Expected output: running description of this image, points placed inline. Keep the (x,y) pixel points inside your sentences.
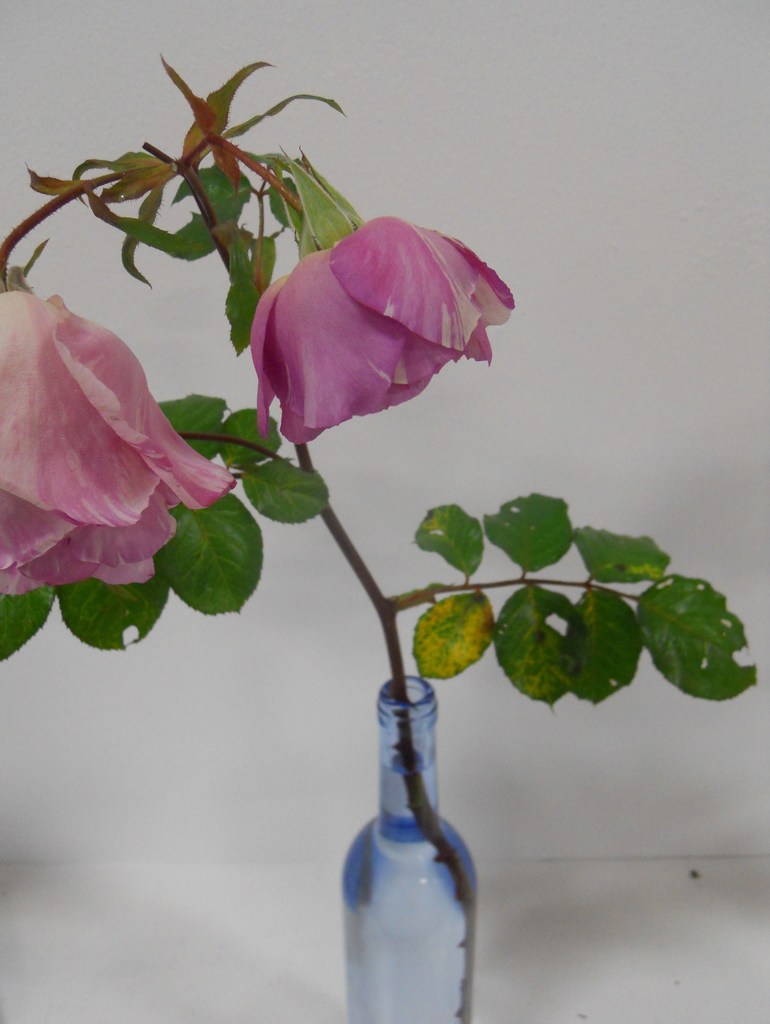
In this picture we can see a bottle (357,912) and in that bottle (400,784) plant (296,271) is placed with pink color flowers (322,317) to it and this is placed on a floor (614,917).
